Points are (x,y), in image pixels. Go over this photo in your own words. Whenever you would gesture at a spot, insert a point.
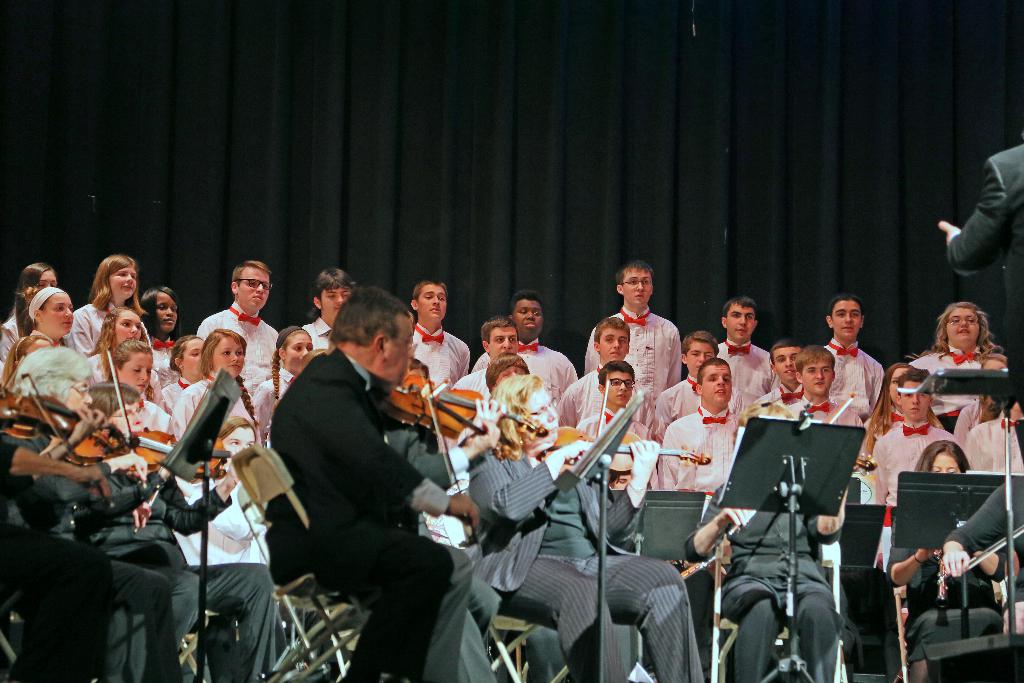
In this image I can see few persons (253,635) playing musical instruments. In the background (460,351) there are few people (863,360).
